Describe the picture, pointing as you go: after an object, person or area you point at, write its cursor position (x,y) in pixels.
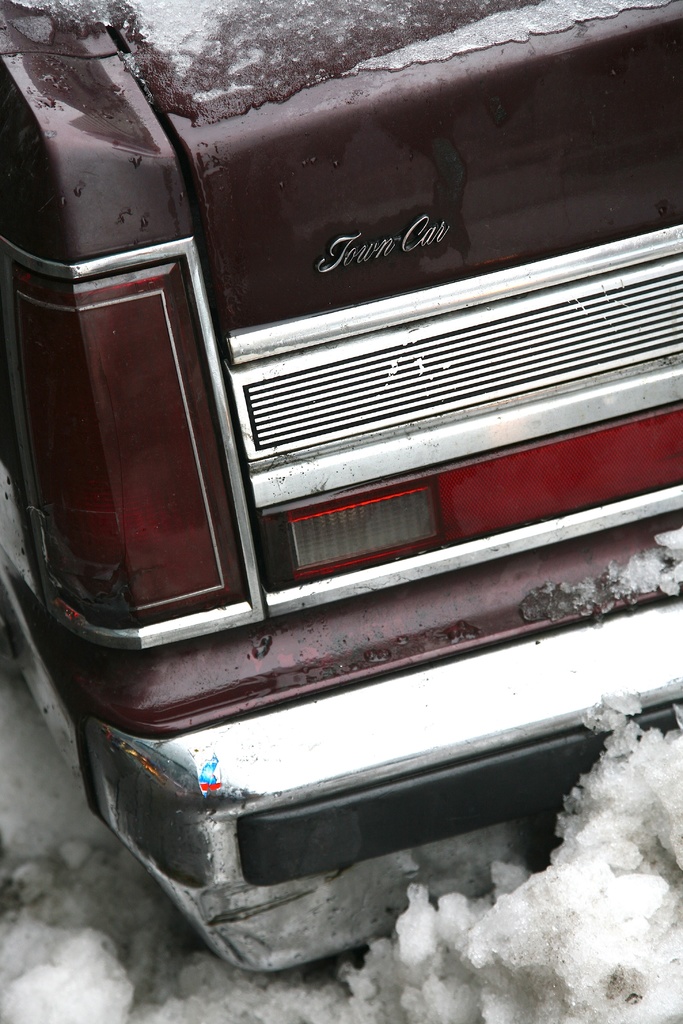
This image is taken outdoors. At the bottom of the image (328,962) there is snow (429,933). In the middle of the image (240,415) there is a car (300,695) covered with snow (262,48).
